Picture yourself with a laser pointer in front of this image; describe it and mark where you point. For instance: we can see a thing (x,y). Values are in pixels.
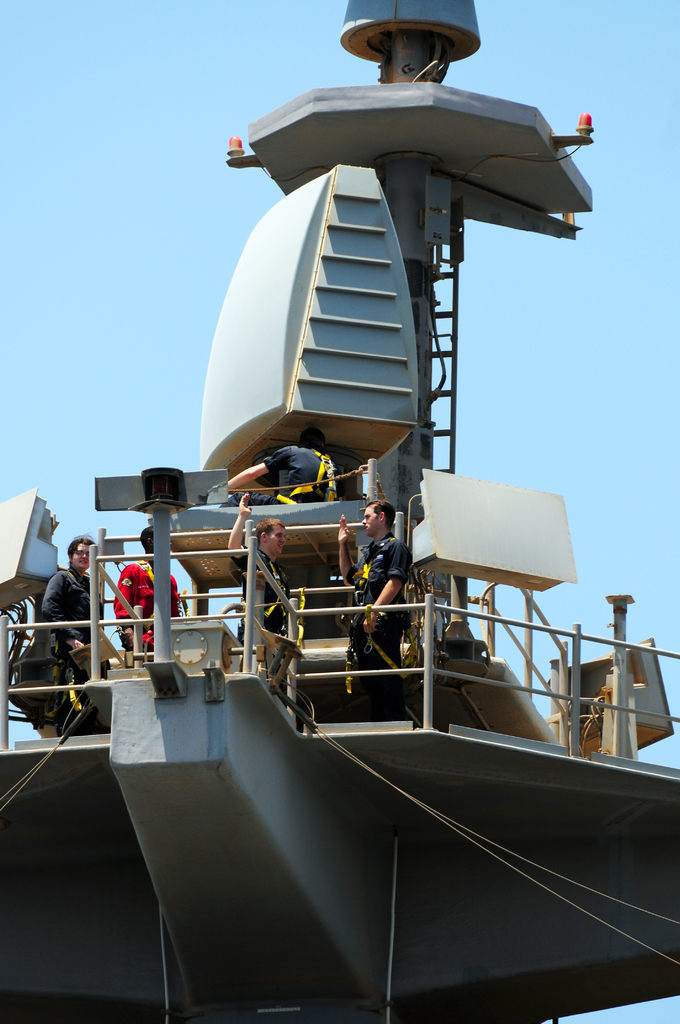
In this image we can see object (192,722) with railings (405,610), poles (422,350) and ladder (444,354). Also there are many people (81,584). In the background (540,362) there is sky (81,173). Also there are tapes (319,485).
